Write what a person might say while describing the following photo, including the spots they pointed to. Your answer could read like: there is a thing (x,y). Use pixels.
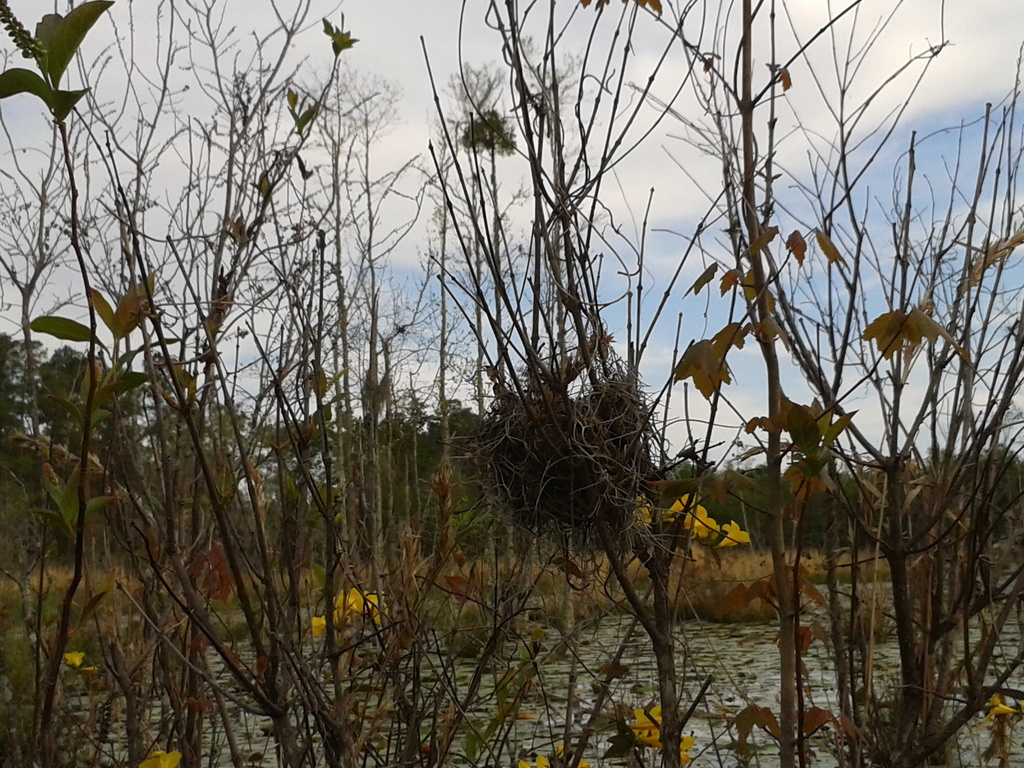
In this picture we see a place (656,636) with dry plants (547,506), bushes (473,516) and trees (389,527). Here the sky (529,325) is blue.
